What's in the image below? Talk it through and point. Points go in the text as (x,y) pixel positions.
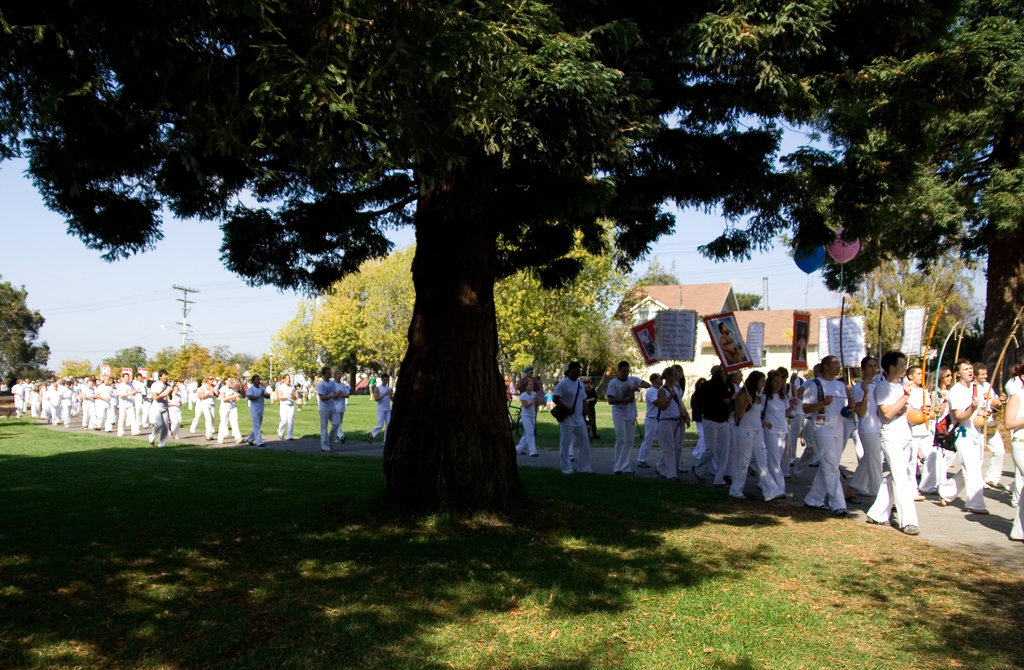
In this picture we can see group of people (816,506), they are walking and few people (685,400) holding placards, in the background (352,303) we can see few trees (473,214), poles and a house (654,317).
